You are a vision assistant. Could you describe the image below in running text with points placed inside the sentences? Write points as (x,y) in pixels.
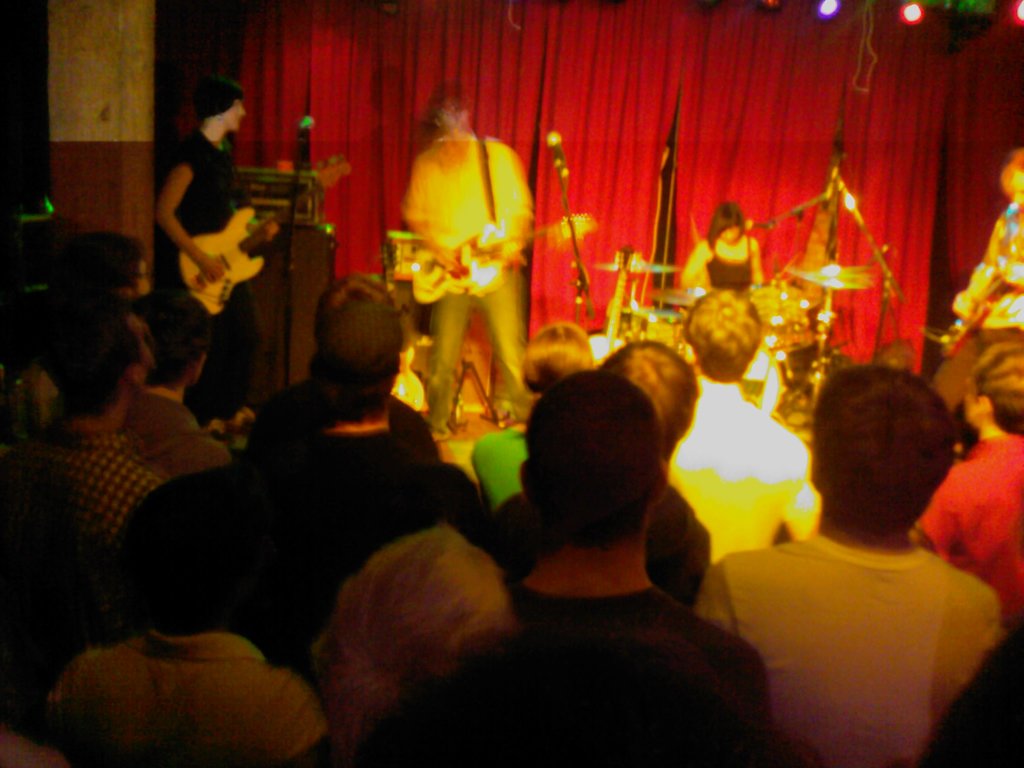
As we can see in the image there is a red color curtain (612,99) and few people (496,225) standing over here and these two people (207,224) are holding guitars (200,243) in their hands (205,259) and on the right side (736,245) there is a women (737,261) playing musical drums (675,293).
